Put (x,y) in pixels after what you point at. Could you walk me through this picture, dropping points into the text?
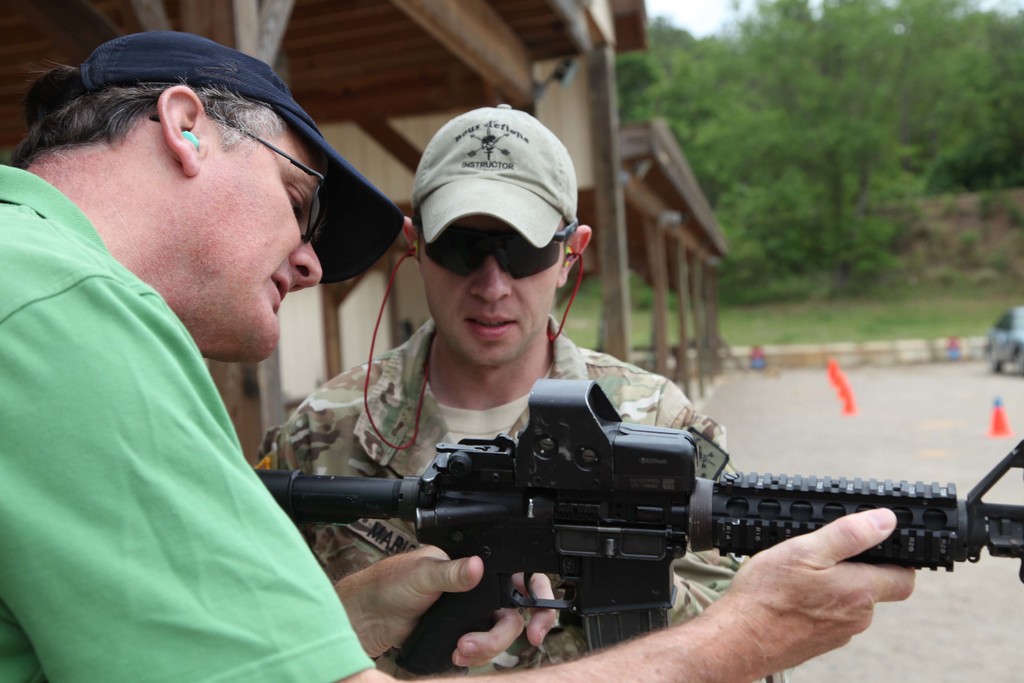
This man (208,250) wore spectacles (314,204), cap (340,203) and holding a gun (536,482). Beside this gun (636,514) we can see another person (571,343) wore military dress (376,425), cap (487,145) and goggles (497,258). Background (602,71) it is blur. We can see trees (742,98), sky (698,13), vehicles (1023,339), sheds (642,256) and pillars (696,299). Far there are traffic cones (837,372).
